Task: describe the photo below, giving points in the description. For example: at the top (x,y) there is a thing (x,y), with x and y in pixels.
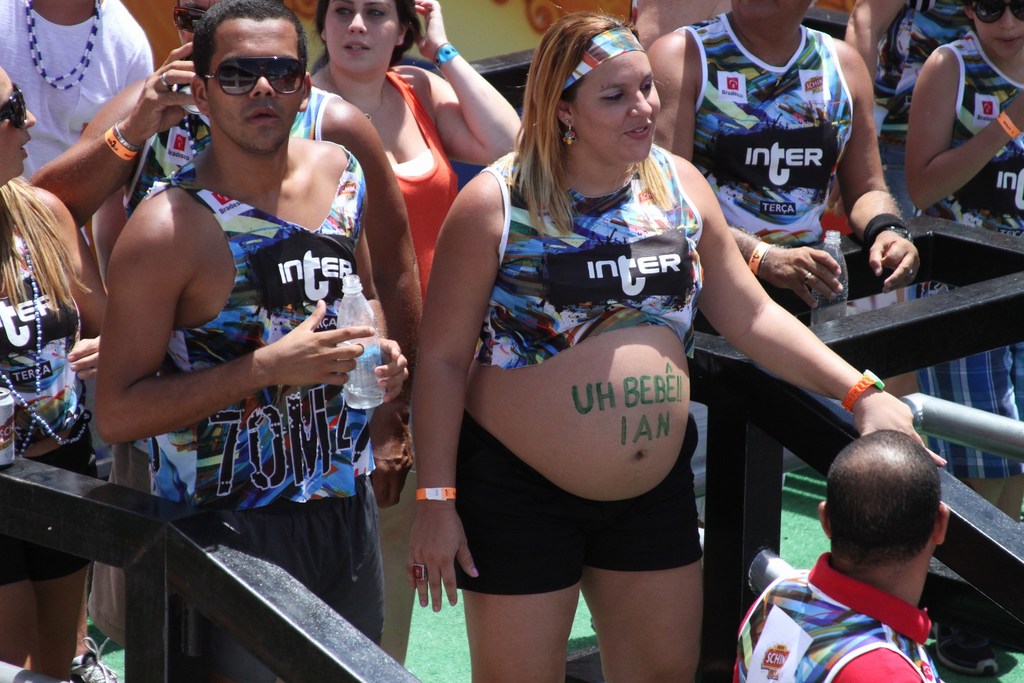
In this image I can see on the left side (232,256) there is a man (269,390) standing and also he is holding the water bottle (376,364) in his hands (299,368). Beside him there is the woman (449,380), there are few people (909,36) around them.
